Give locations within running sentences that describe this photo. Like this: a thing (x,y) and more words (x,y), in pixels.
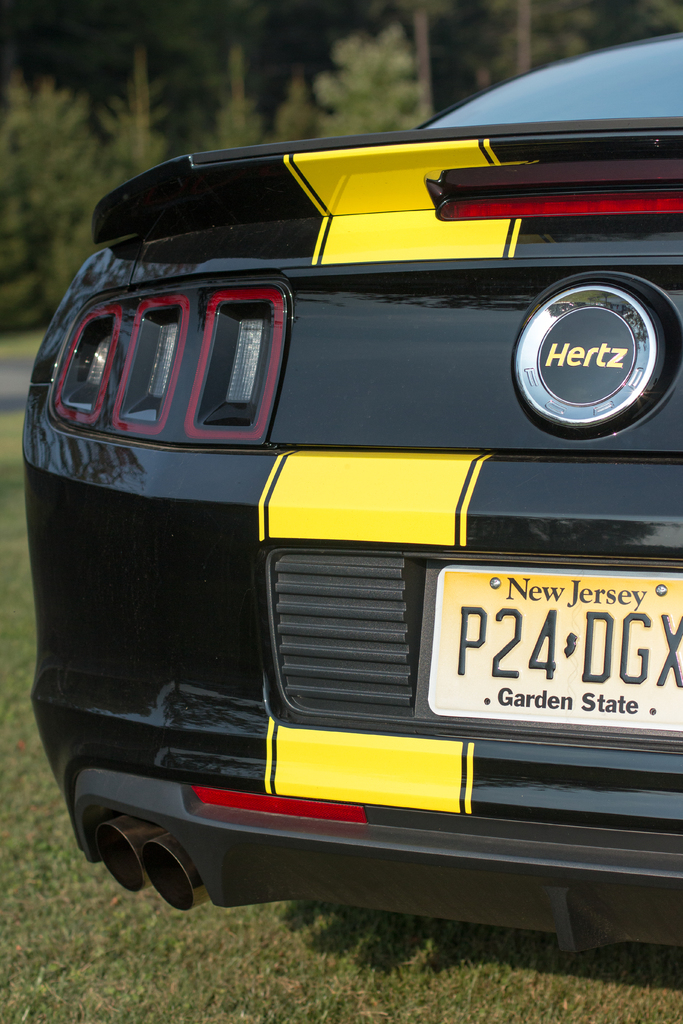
In this picture we can see a car (364,586) placed on the grass (575,967), around we can see some trees (178,120).
